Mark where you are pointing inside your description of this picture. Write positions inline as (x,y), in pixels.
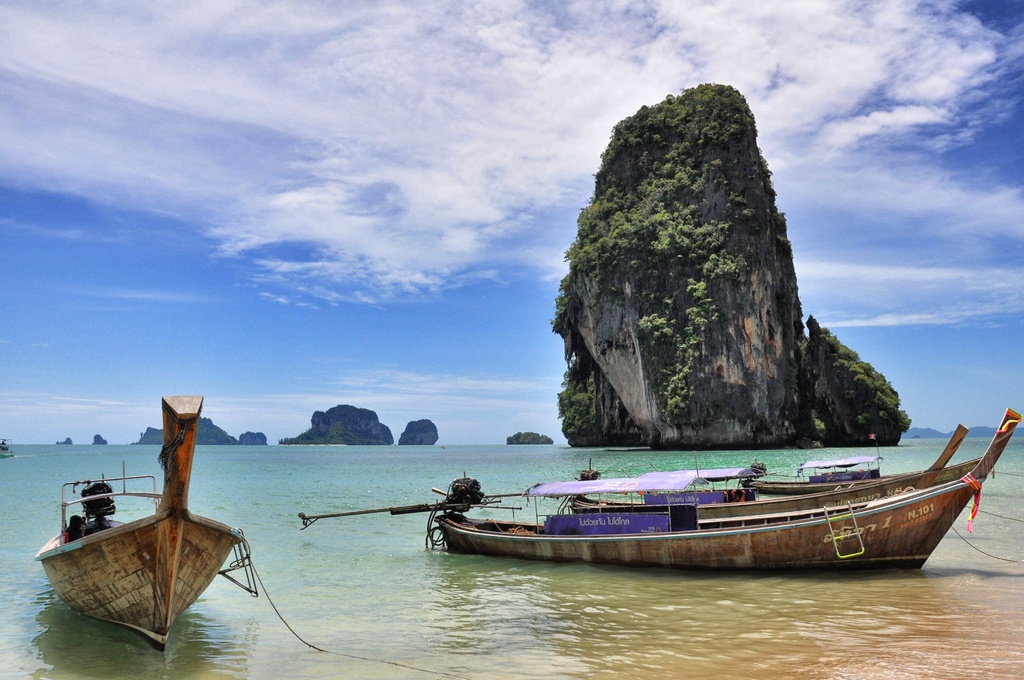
On the bottom (785,510) there are two boats (654,510) actually many boats (693,528) in the water (410,603). On the background (747,329) we can see many stone mountains (585,369). Here we can see some plants (713,109) on the stone mountain (685,277). On the top (882,110) we can see sky (432,75) and clouds (340,59).
